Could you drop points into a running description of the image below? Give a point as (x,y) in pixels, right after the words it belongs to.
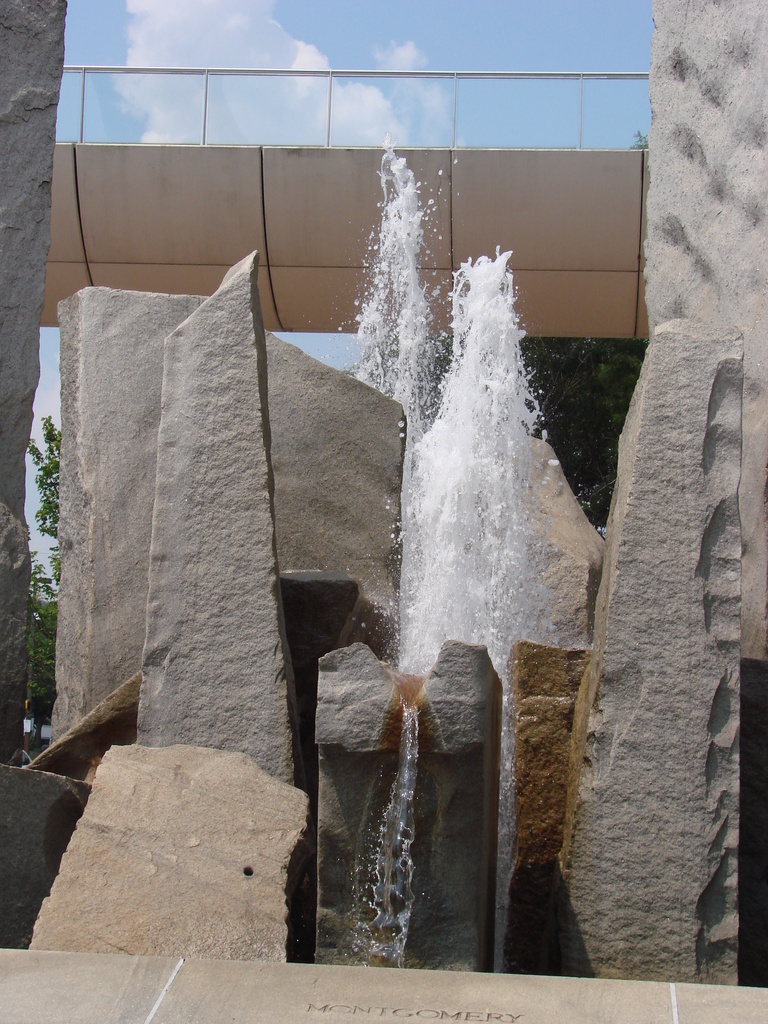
In this image I can see water (436,417), rocks (305,537) and trees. In the background (435,130) I can see the sky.
